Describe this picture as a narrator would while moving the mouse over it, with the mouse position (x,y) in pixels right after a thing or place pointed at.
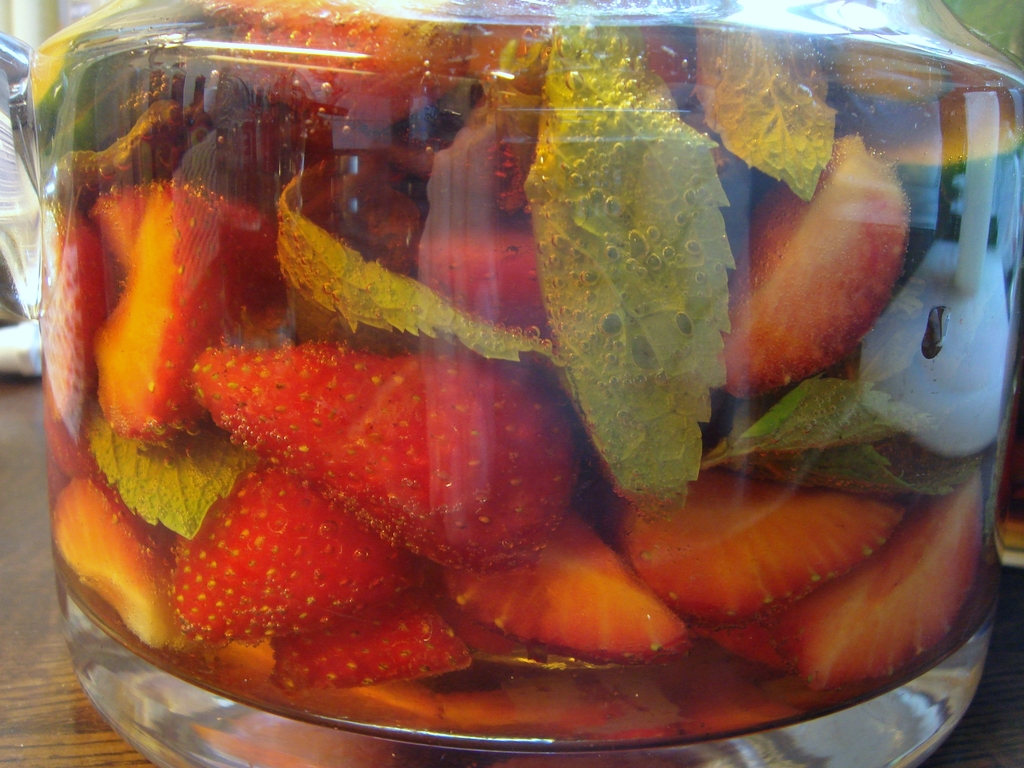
In this image I can see the brown colored surface (32,720) and on the brown colored surface (23,706) I can see a glass container (419,217) in which I can see few strawberries (359,437) which are red and yellow in color, few leaves (656,345) which are green in color and the liquid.
